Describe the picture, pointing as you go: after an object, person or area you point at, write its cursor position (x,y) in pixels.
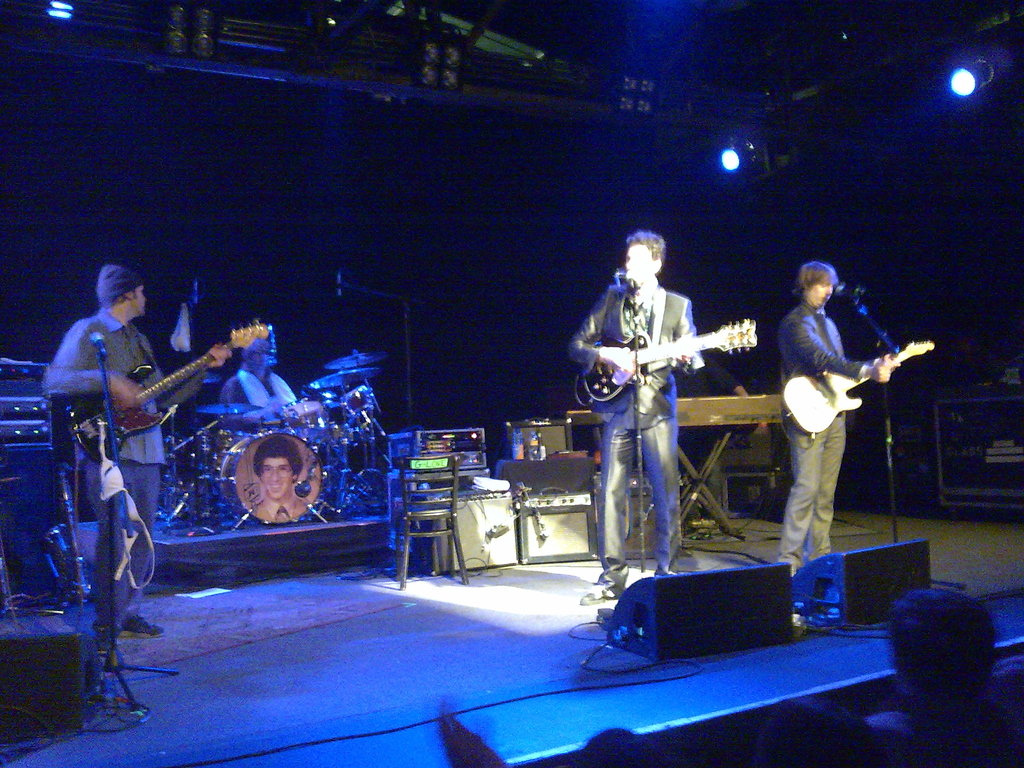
As we can see in the image, there are three people (822,504) standing on stage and they are holding guitars (135,404) in their hands (112,395) and singing on mike's (103,378).
